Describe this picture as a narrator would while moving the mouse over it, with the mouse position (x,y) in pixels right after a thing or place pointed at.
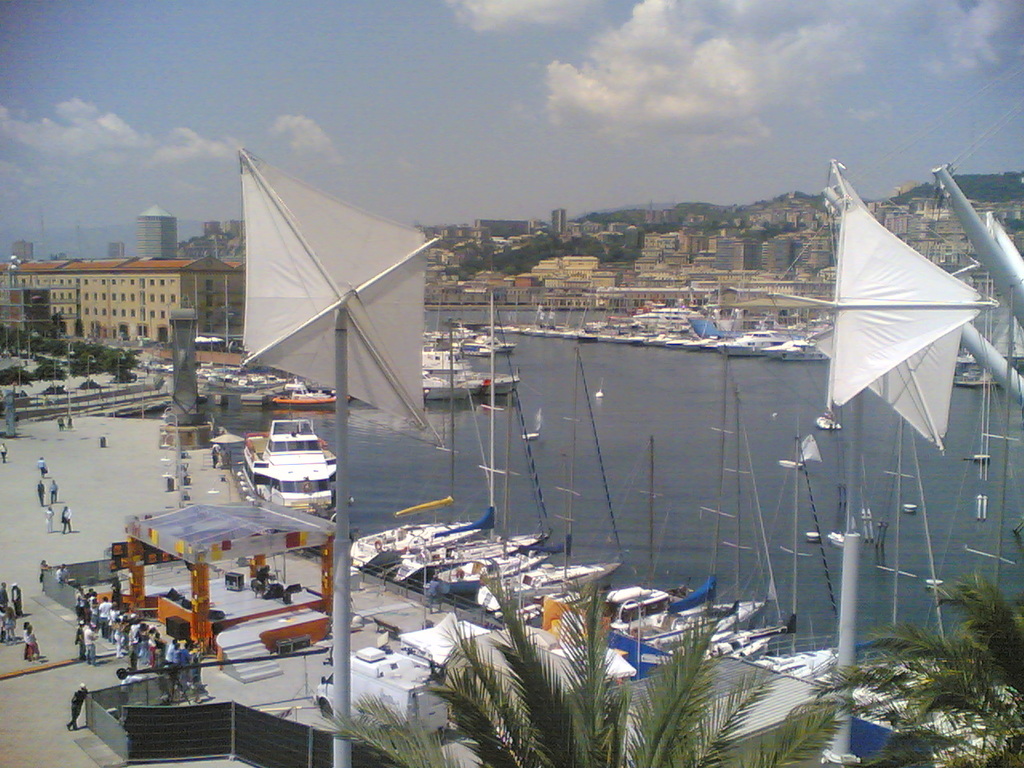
In this image we can see the mountains (889,204), one canal (765,478), some buildings (129,282), some trees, some plants (97,344) on the ground (121,388), few people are standing, some poles (345,453) with white objects (953,290), some people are walking, one bench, some lights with poles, some objects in the shed (173,517), one chair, some objects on the boats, few people (143,661) holding some objects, one vehicle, some white tents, two fences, one shed (257,608), some poles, some wires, some small poles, some boats (402,526) on the canal (685,422), some objects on the ground (158,379) and the top there is the cloudy sky (74,222).
